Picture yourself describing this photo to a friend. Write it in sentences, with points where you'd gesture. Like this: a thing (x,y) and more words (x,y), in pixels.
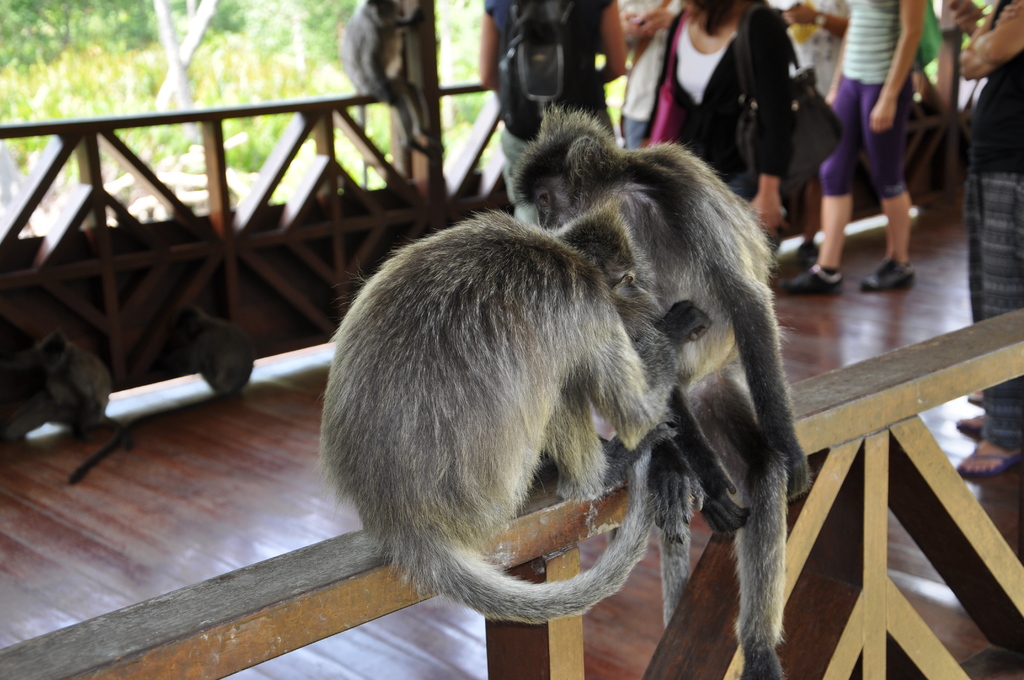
These are the 2 monkeys (517,361) that are sitting on the wooden railing (851,505), here few people (868,160) are walking on this. In the left side (207,71) at the back (189,63) there are trees (183,75).
